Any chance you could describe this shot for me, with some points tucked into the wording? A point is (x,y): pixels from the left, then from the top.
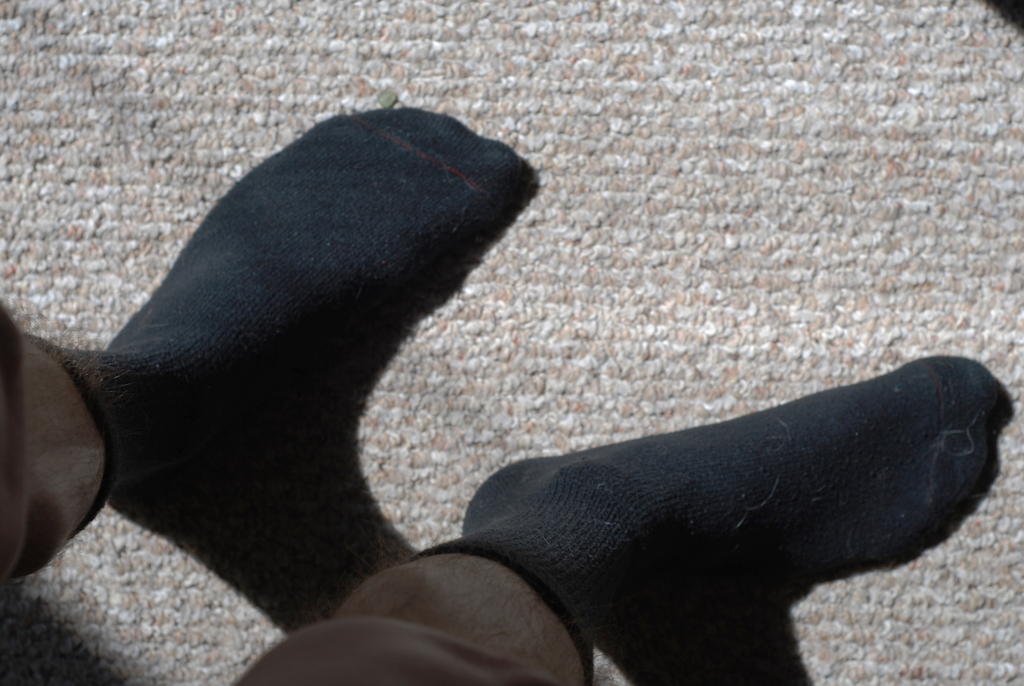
In this picture there are legs (47,378) of a person (488,535) who is wearing black socks (237,264).
